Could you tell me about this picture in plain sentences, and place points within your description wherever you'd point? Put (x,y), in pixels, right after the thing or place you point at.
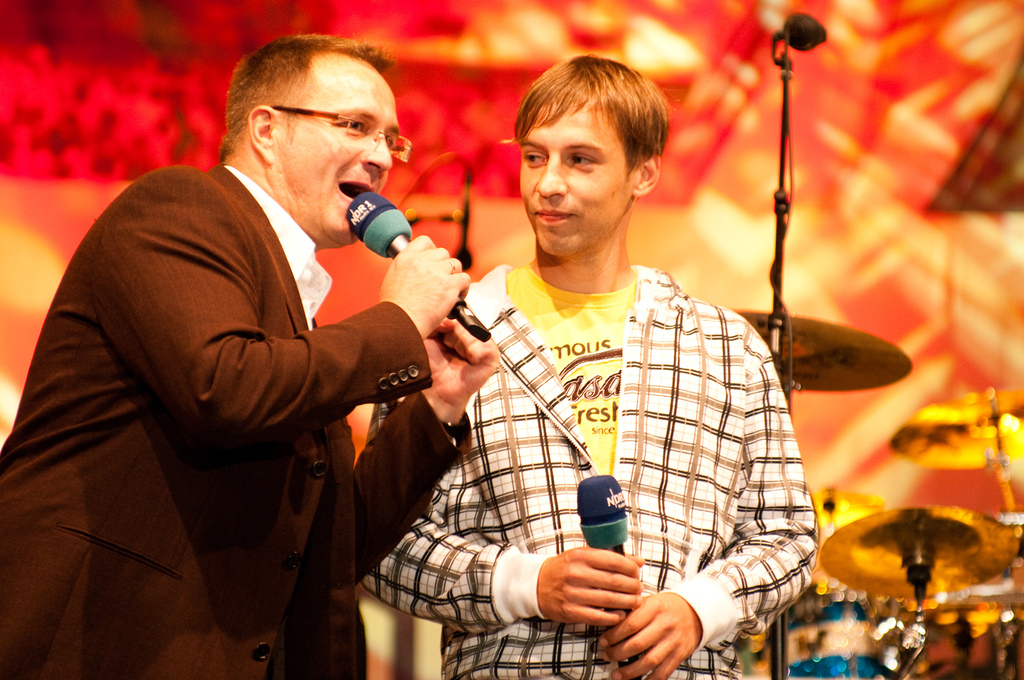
A man (295,106) is talking with a mic (373,227) in his hand (436,328). There is a boy (519,437) beside him standing and holding a mic (602,535).
